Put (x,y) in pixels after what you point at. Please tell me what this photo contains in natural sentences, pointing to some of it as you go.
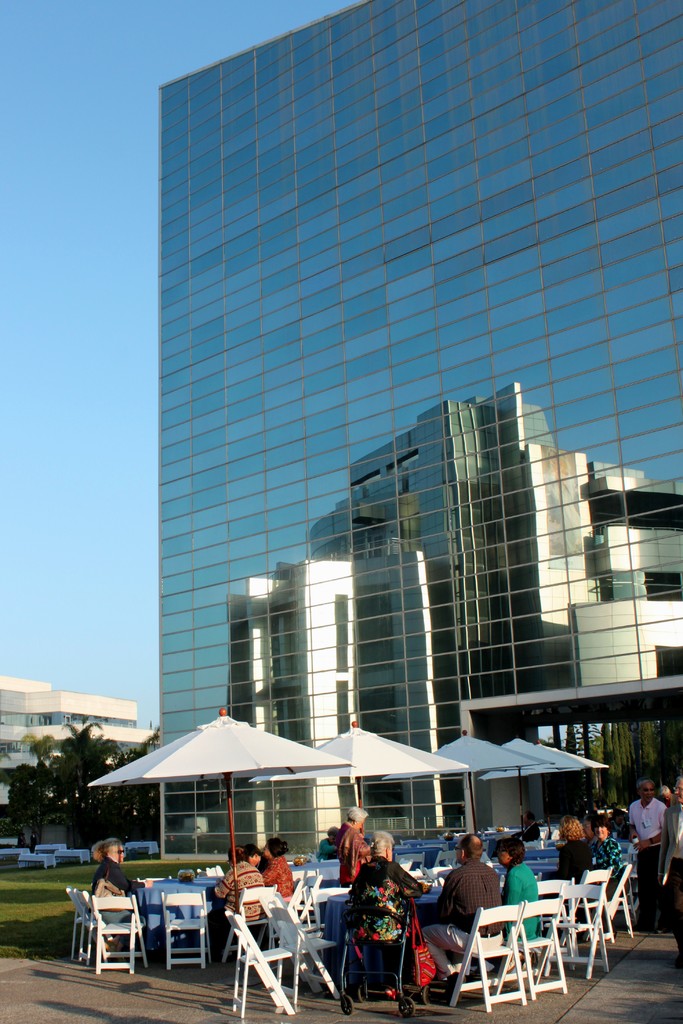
Bottom of the image (607,822) few people (596,818) sitting on the chairs (624,858). In the middle of the image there are some umbrellas (136,764). Bottom right side of the image (676,900) few men (676,900) are walking. Bottom left side of the image (86,869) there is a grass (80,871) and there are some trees (110,804). Top right side of the image (631,124) there is a building (461,223). Top left side of the image (173,69) there is a sky (97,46).
